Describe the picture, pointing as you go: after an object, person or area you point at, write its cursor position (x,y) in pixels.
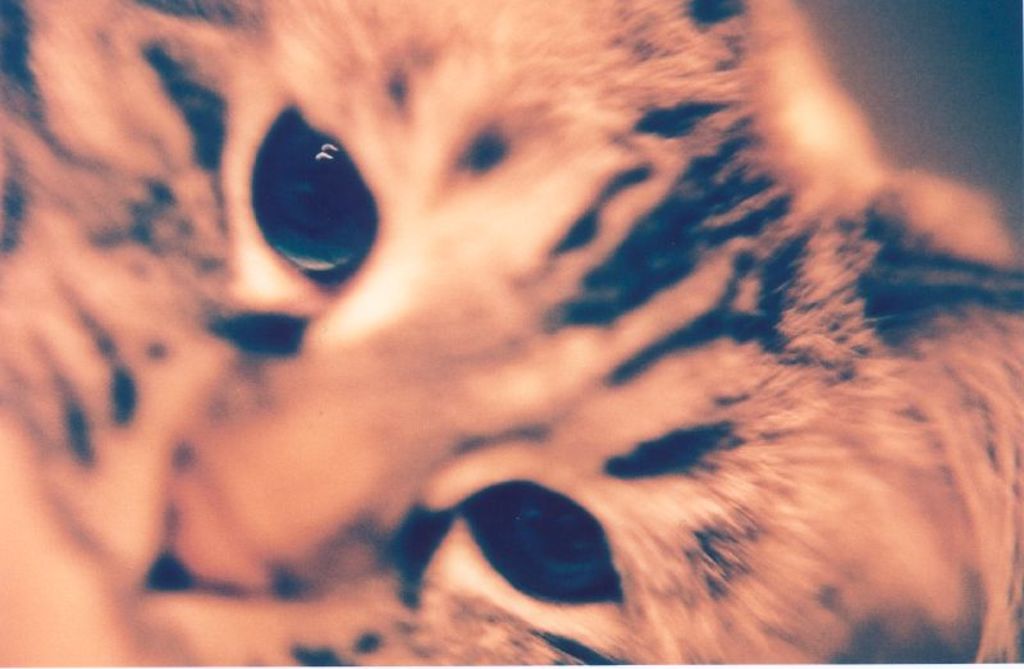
In this picture we can see cat's face (413,466).
